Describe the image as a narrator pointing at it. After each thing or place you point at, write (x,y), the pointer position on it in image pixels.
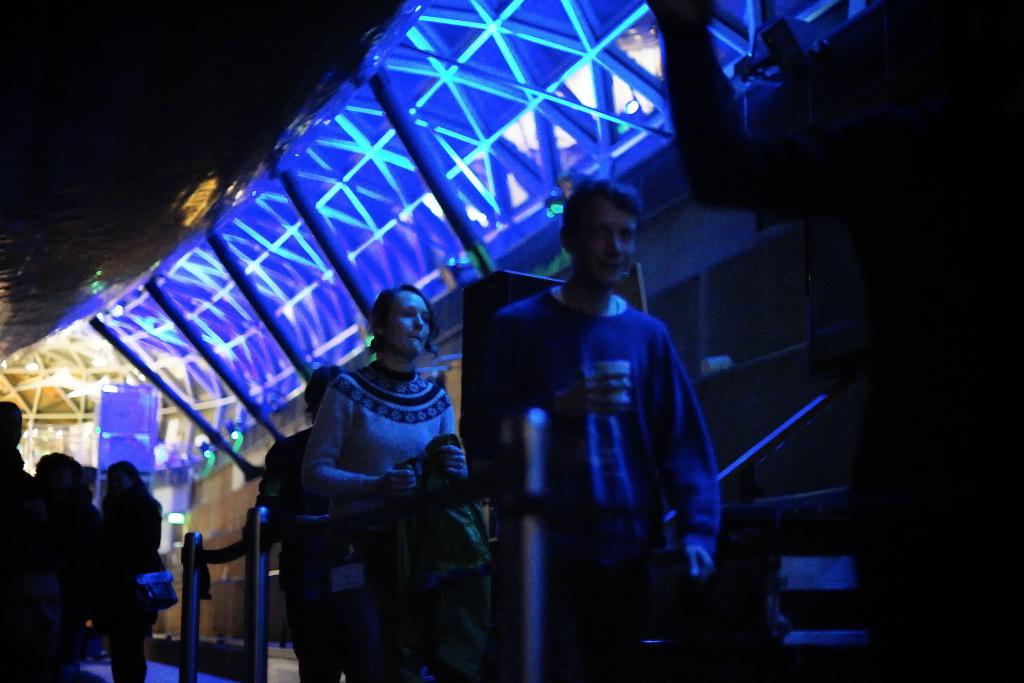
In the picture we can see some people (383,594) are walking in the dark under the shed (167,336) and to it we can see blue color focus light (122,417).
